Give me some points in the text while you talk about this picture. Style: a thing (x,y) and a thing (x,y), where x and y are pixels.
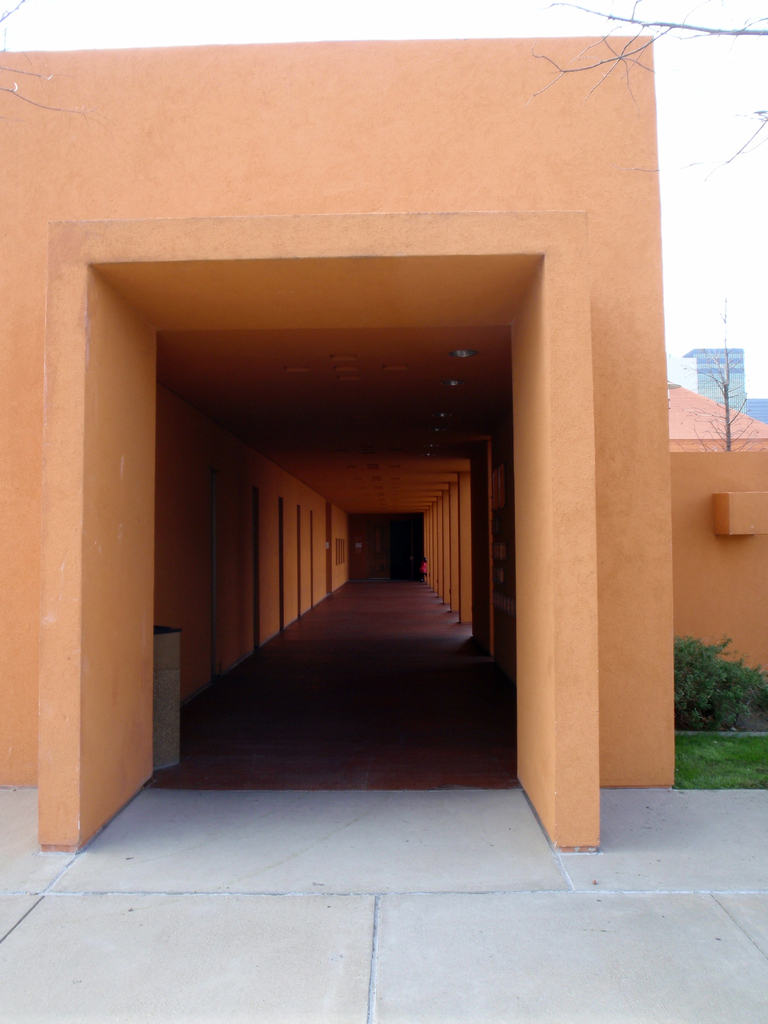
In this image, this looks like a small building (415,688). I think these are the pillars (456,568). This looks like an object (177,709), which is at the corner of the image. I can see a small bush (689,697) and the grass (734,764). In the background (718,355), I can see the buildings (714,383).
